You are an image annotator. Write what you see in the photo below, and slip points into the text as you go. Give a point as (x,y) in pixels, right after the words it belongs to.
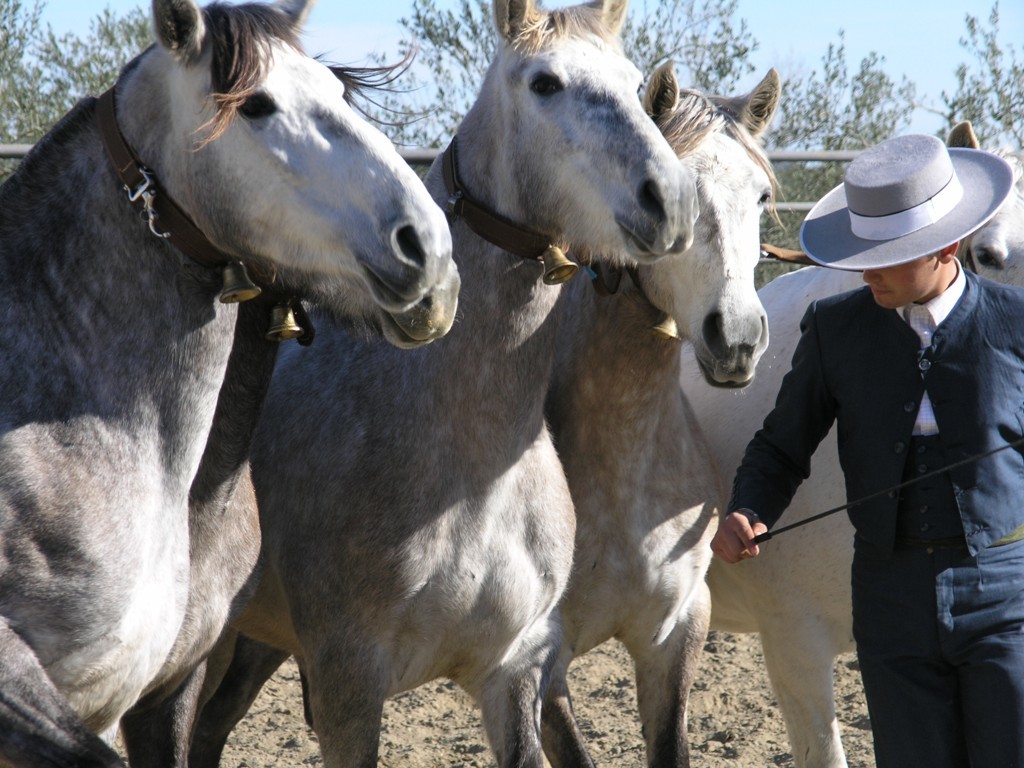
In this image I see 5 horses (292,618) in which these 4 (31,266) are of white and grey in color and this horse (1014,273) is of white in color and I see a man (840,335) over here who is wearing a white hat (856,216) and holding a black color thing (763,536) in his hand (743,521) and I see that he is wearing blue color dress (916,443). In the background (801,206) I see the rods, trees (823,127), sky (808,49) and I see the mud (615,755).
